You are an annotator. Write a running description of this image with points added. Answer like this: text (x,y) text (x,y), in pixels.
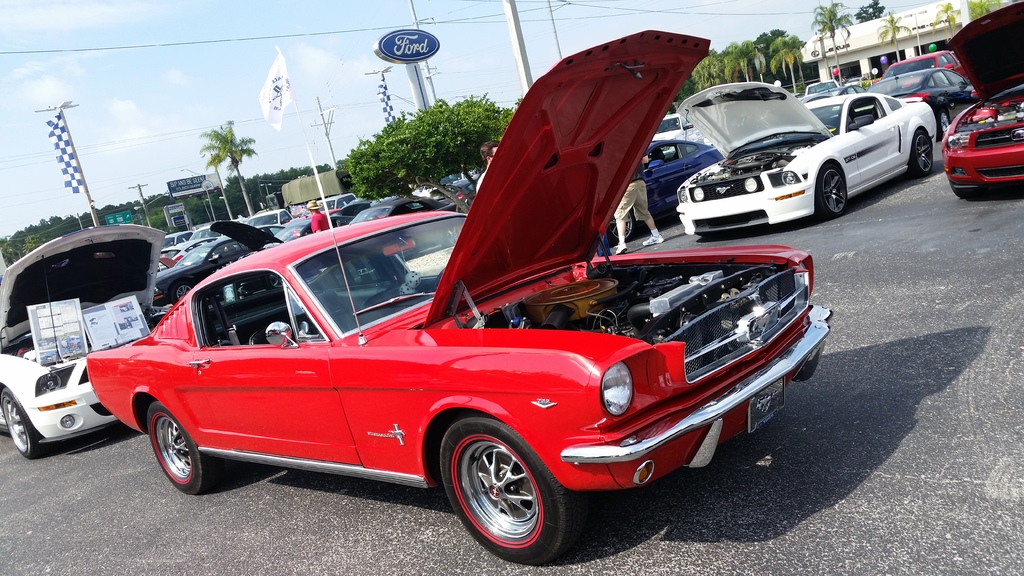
In this image we can see the red color car (460,358) where car bonnet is opened and we can see few cars (996,63) where car bonnets (47,280) are opened. Here we can see a person (312,206) standing, we can see a few more cars (927,56) parked here, we can see trees (448,159), flags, boards (435,43), banners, house (934,19), wires (809,13) and the sky (135,67) with clouds (115,125) in the background (200,113).
